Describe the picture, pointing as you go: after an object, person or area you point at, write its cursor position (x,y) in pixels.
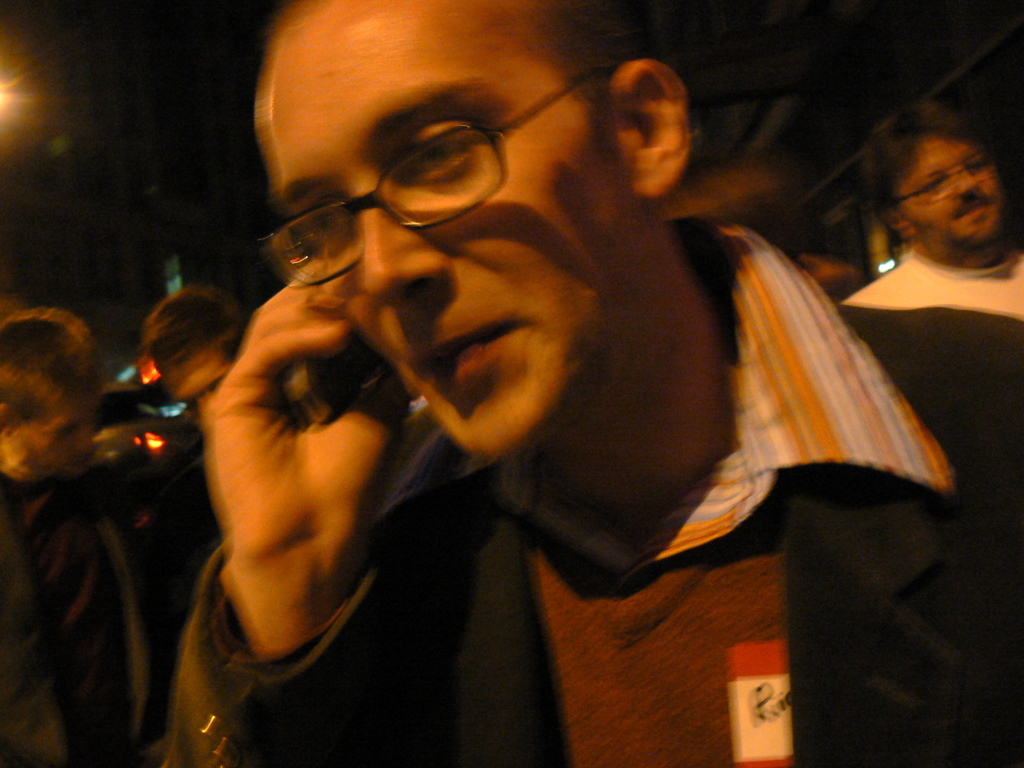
Background (25,526) portion of the picture is dark and we can see the people (13,410), lights (171,407). This picture is mainly highlighted with a man (251,601) wearing spectacles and he is holding a black object (349,373) in his hand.
